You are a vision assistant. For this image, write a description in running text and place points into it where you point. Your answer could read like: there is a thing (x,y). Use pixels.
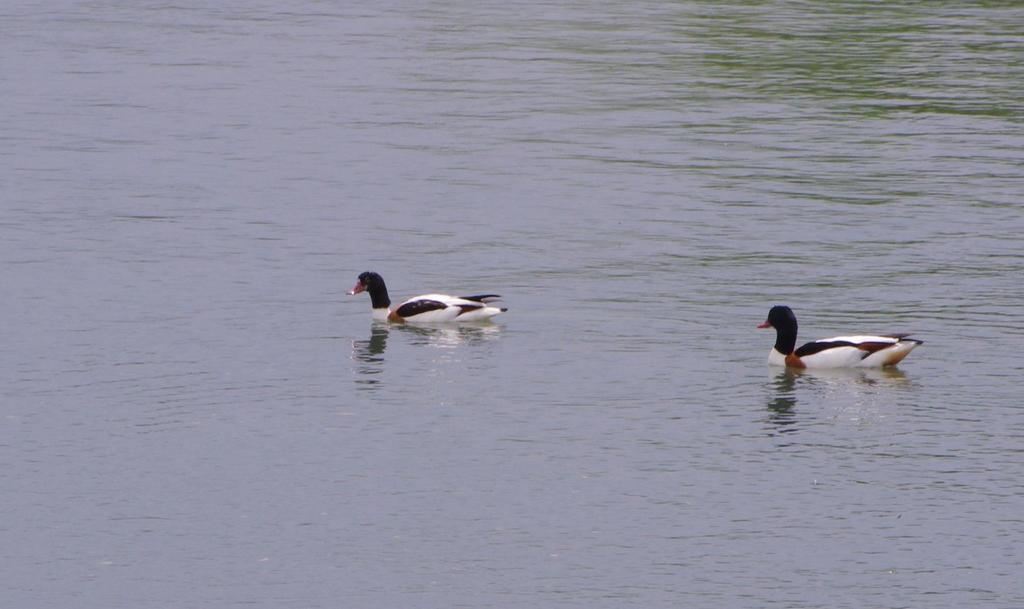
In the center of the image (452,296) we can see birds (810,347) on the water (405,425).
